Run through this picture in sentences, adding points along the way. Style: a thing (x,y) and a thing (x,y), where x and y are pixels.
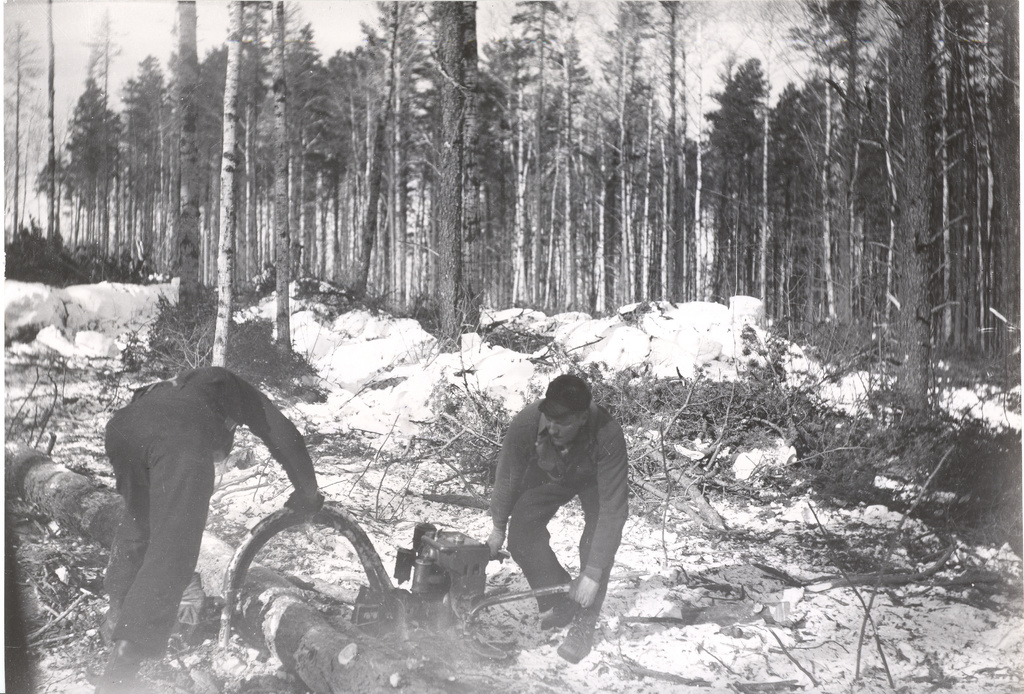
In this image there are two people (596,457) who are doing something, and there is a pipe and some machine (469,567). At the bottom (788,491) there is snow (673,588), grass (669,430) and some plants (158,342), and in the background (236,86) there are trees (204,87) and sky (61,87).
